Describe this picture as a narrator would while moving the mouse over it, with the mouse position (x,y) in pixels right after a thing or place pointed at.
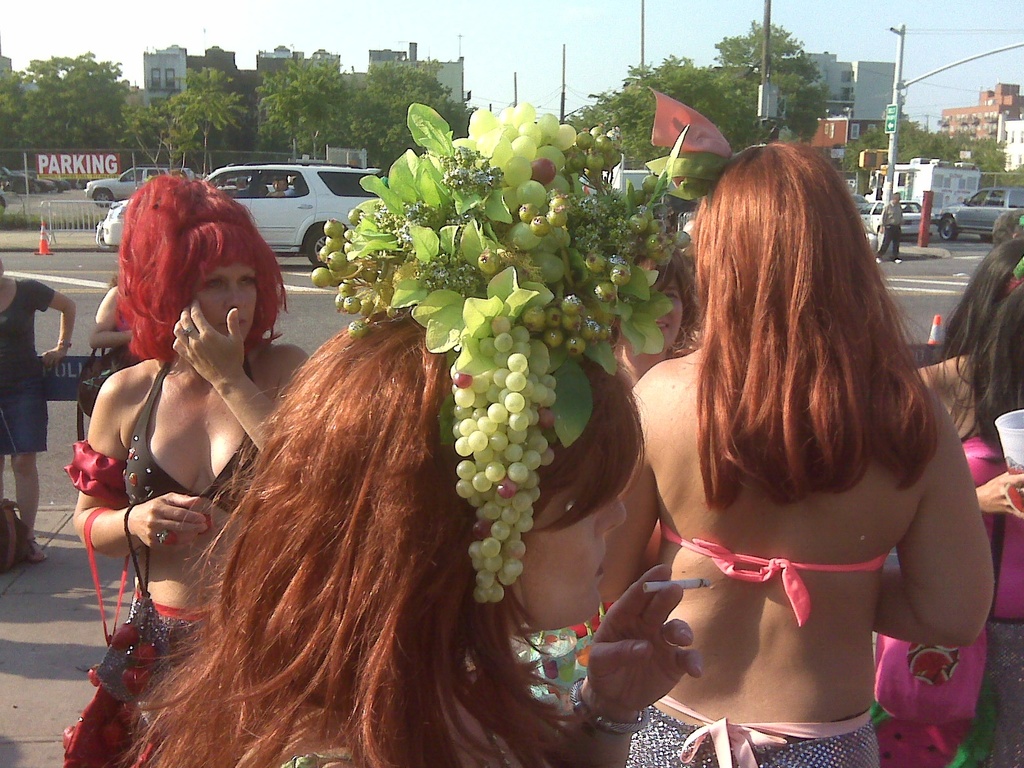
This picture is taken outside. In the center (432,331) there is a woman (511,600), she is wearing a fruit crown (570,301). Besides her there is another woman (679,472) with pink and black clothes (841,752). Towards the left corner (141,522) there is another woman (145,495), she is wearing a red skirt (132,678) and a red wig (223,208). In the background (290,49) there are vehicles (297,192), buildings (846,135), trees (86,73) and a blue sky (468,53).
